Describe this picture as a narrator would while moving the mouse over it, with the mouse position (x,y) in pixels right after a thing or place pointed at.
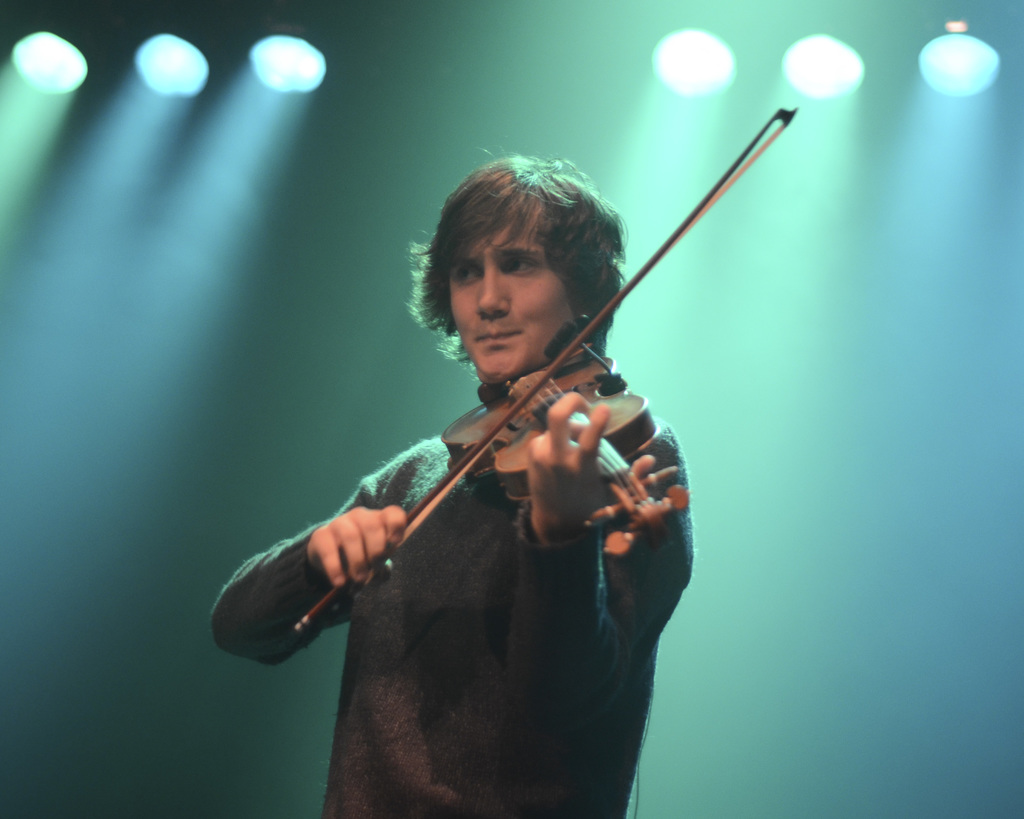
In this picture we can see a man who is playing violin (621,459). And these are the lights (966,48).
